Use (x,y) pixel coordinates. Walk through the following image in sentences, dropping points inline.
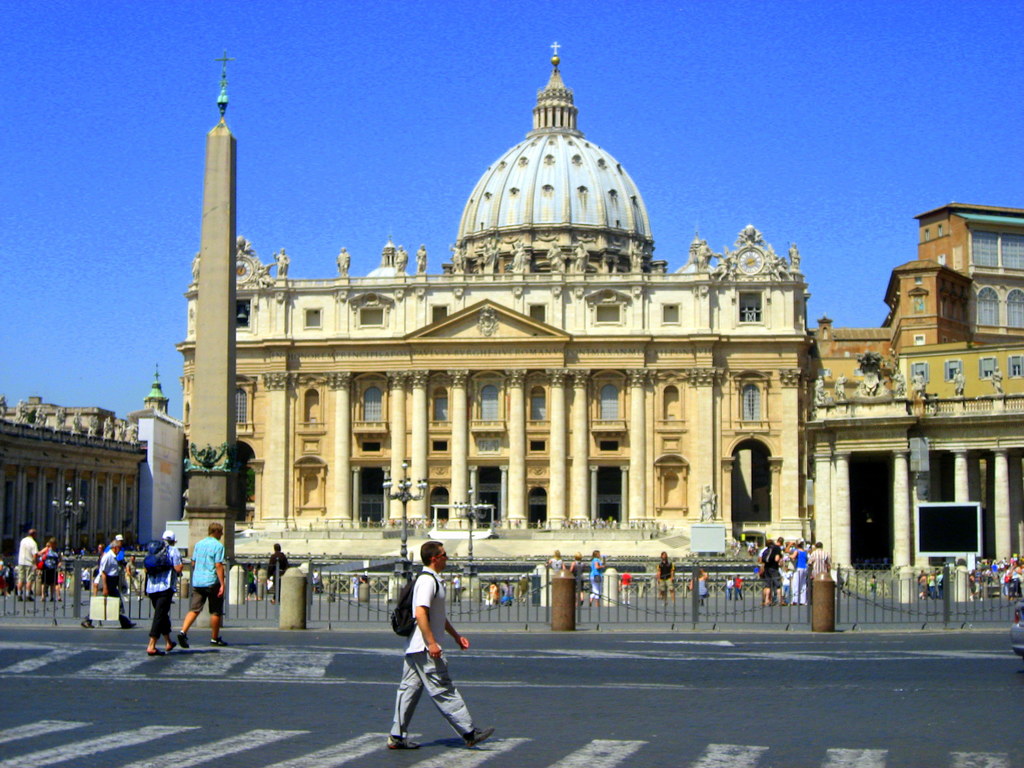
There are persons (111,572) in different color dresses (430,603) walking on the road (192,686) on which, there is zebra crossing (187,725). In the background (950,611), there is fencing (548,601) near poles (294,594) on the footpath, there are persons (820,542) on the road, there are buildings (365,404) which are having glass windows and pillars (842,492), there is a pillar (212,147) and there is blue sky (427,15).
